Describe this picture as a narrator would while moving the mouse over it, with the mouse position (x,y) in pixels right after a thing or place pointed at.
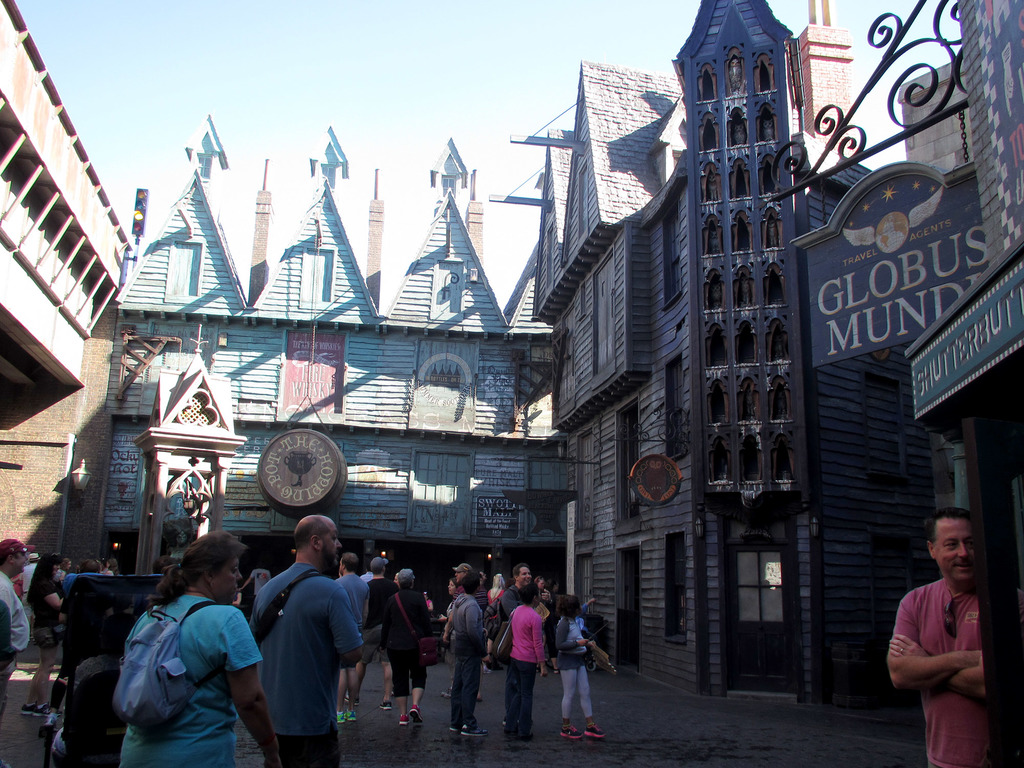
In this picture we can see some group of person (460,668) standing and waiting. Behind there is a wooden building (352,345) with arch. On the right side (751,640) there is a glass door (763,635) and some man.
